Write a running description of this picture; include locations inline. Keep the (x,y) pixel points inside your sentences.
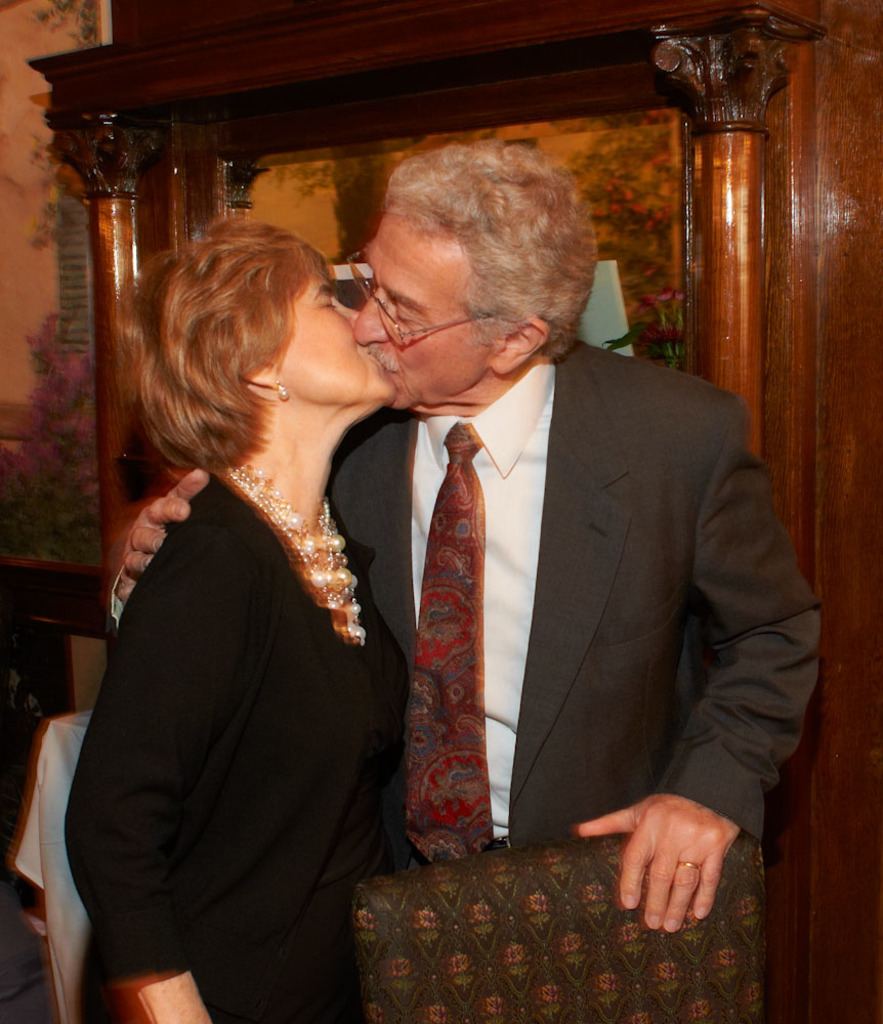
This picture is clicked inside. In the center (311,383) there is a woman (270,680) wearing black color dress (349,677) and a man (530,472) wearing a suit (543,726), both of them are standing and kissing each other. In the foreground (583,943) there is a chair (704,945). In the background (811,59) we can see a wall (817,114) and a picture frame (347,161) hanging on the wall (23,510) and some other objects (64,752).
